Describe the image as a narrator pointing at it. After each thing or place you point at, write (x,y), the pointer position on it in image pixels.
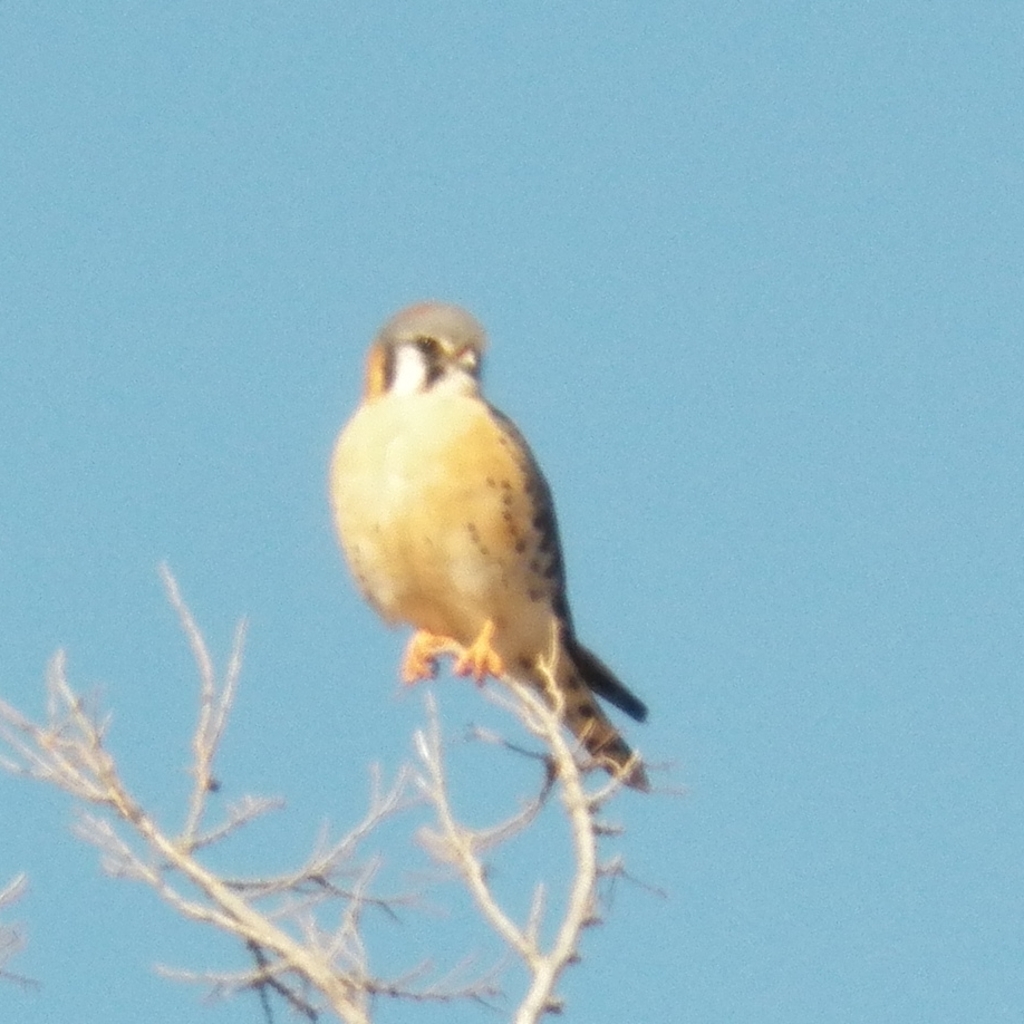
In this image we can see a bird (537,639) on the branch (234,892) of a tree (185,850).
